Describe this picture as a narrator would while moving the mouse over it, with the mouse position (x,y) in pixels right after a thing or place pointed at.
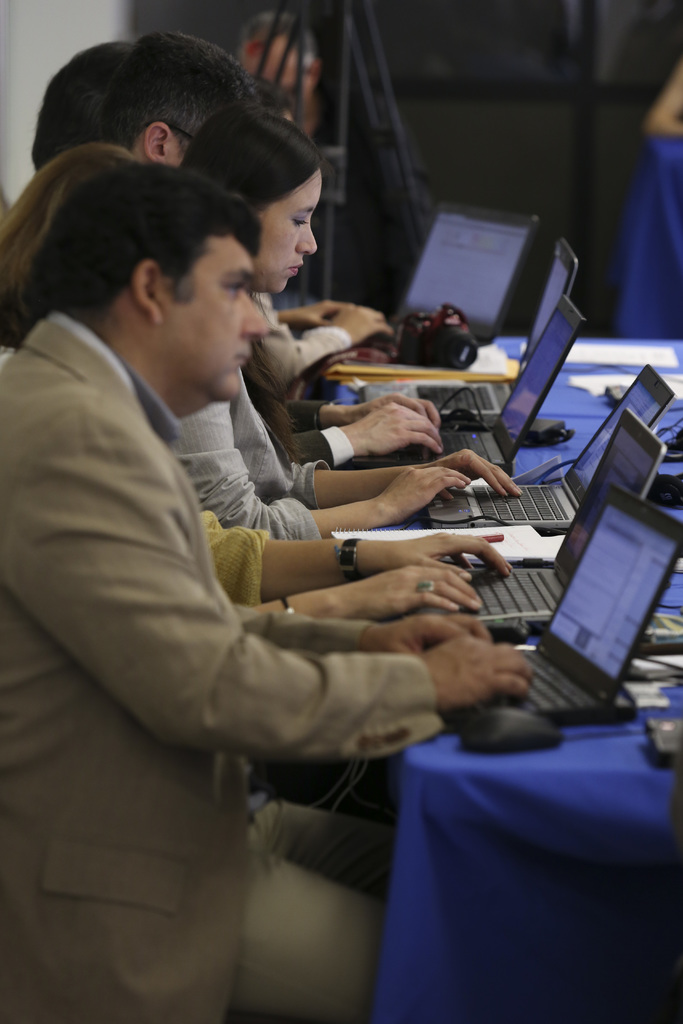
In this image we can see many persons (193,395) sitting at the table (596,792). On the table (575,770) we can see laptops (537,348), mouses (530,719), camera (427,351) and papers (573,361). In the background (517,81) there is curtain (346,27) and wall (28,49).
